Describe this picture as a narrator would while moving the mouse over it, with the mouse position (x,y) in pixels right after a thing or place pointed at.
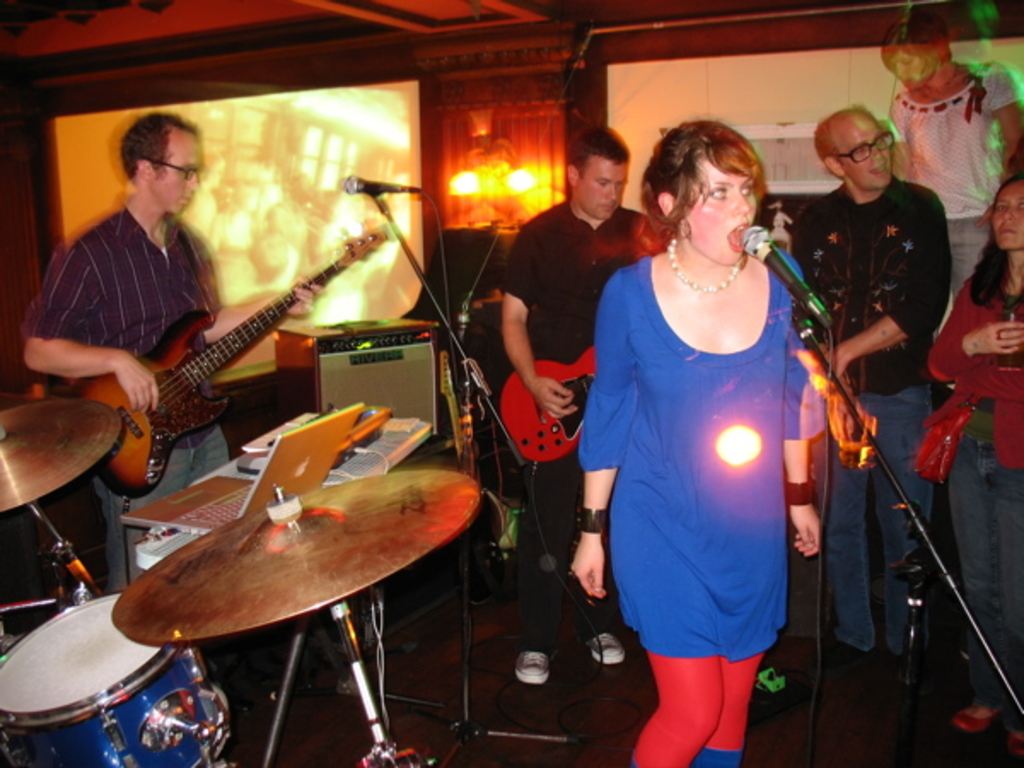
In this picture woman (608,446) singing, there is a microphone (765,253) in front of her this person (130,336) is playing the guitar (209,409) and in the background (903,153) there are some people (944,177).
